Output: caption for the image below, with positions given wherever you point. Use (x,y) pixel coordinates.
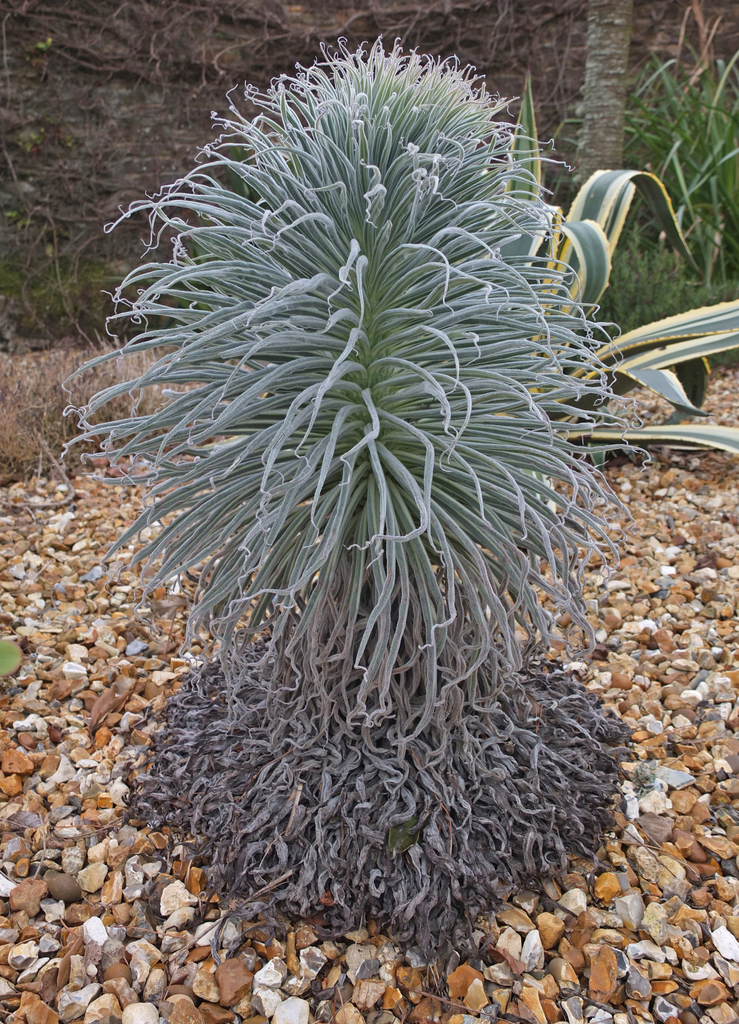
In this image I can see a plant (312,726) in the front (320,837) and around it I can see number of small stones (604,687). On the top right side of this image (598,218) I can see few more plants (664,190) and a tree trunk (591,80).
